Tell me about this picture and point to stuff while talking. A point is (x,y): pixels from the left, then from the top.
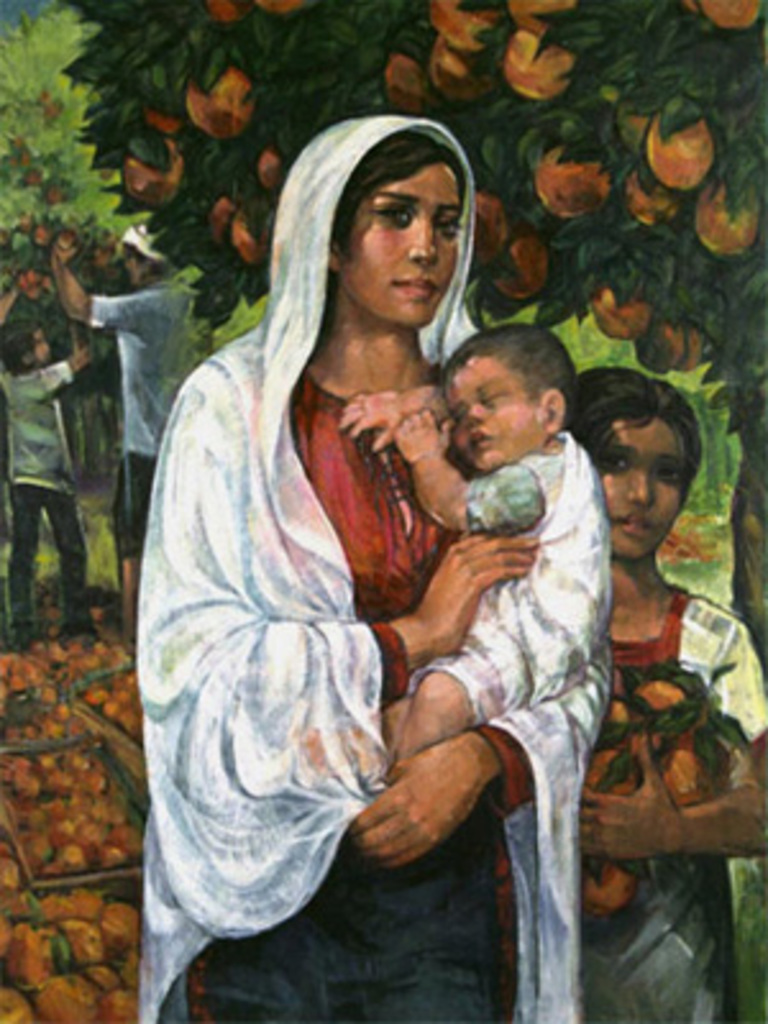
In this image there is a painting (367,403). A woman (262,888) is holding the baby (464,707) in her arms (460,575). Right side (750,844) there is a person (681,822) holding fruits (672,761). Left side (21,421) there are people (141,410) standing on the land (110,502) having trees (28,248). Trees (266,71) are having fruits (230,108) and leaves (240,139). Left bottom there are baskets (1,750) having fruits (68,826).
